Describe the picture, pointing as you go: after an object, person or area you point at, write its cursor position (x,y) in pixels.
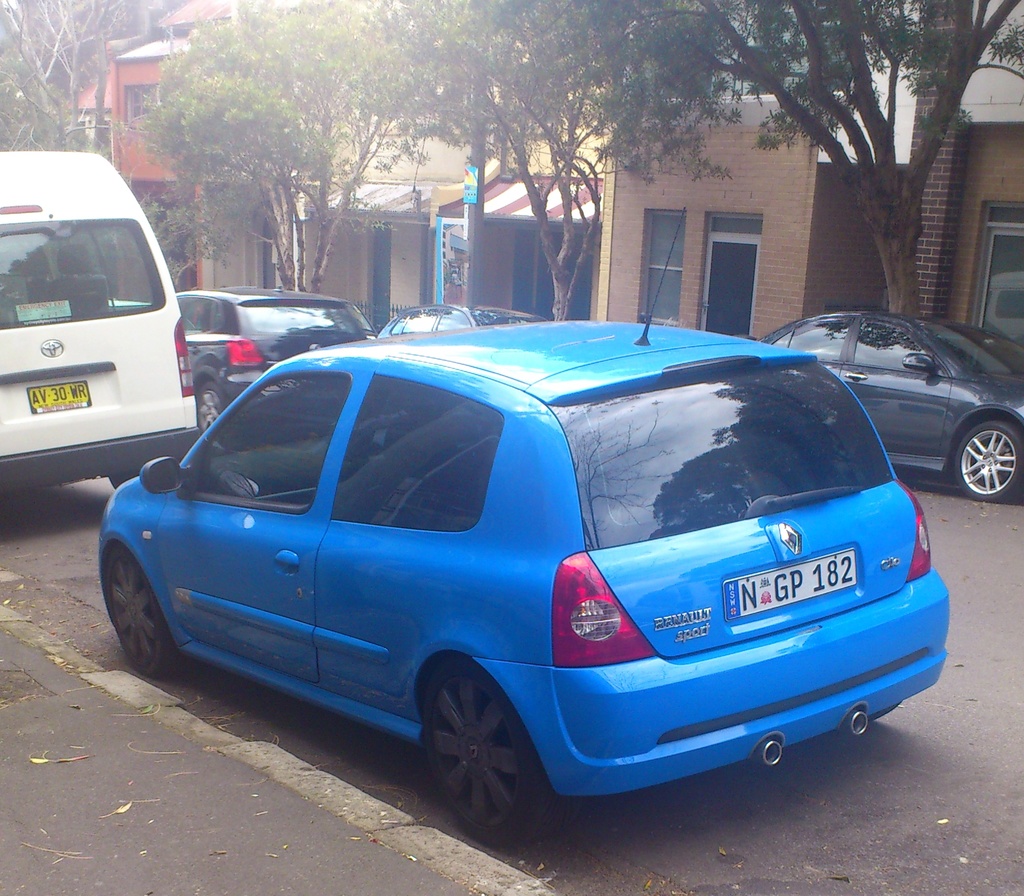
In this image there are a few vehicles (450,505) on the road (907,728). In the background (897,232) there are buildings (986,196) and trees (455,100).
